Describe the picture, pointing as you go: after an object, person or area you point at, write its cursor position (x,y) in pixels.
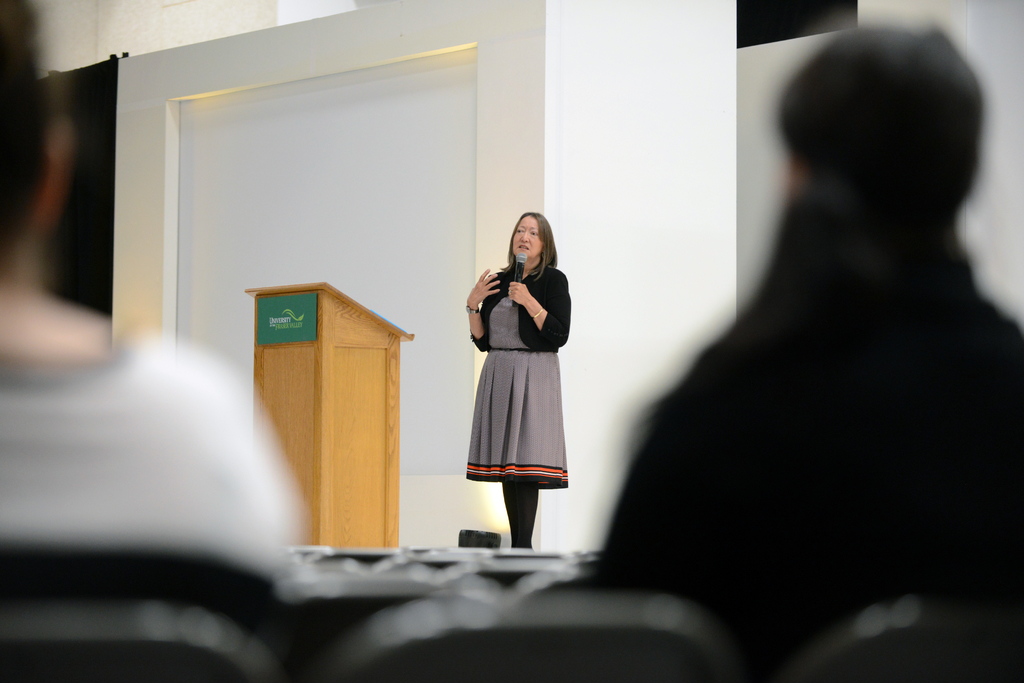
In this image we can see a woman (524,529) standing on the dais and holding a mic (524,267) in one of her hands (519,291). In the background (375,125) we can see walls (265,228) and a podium (315,446).
